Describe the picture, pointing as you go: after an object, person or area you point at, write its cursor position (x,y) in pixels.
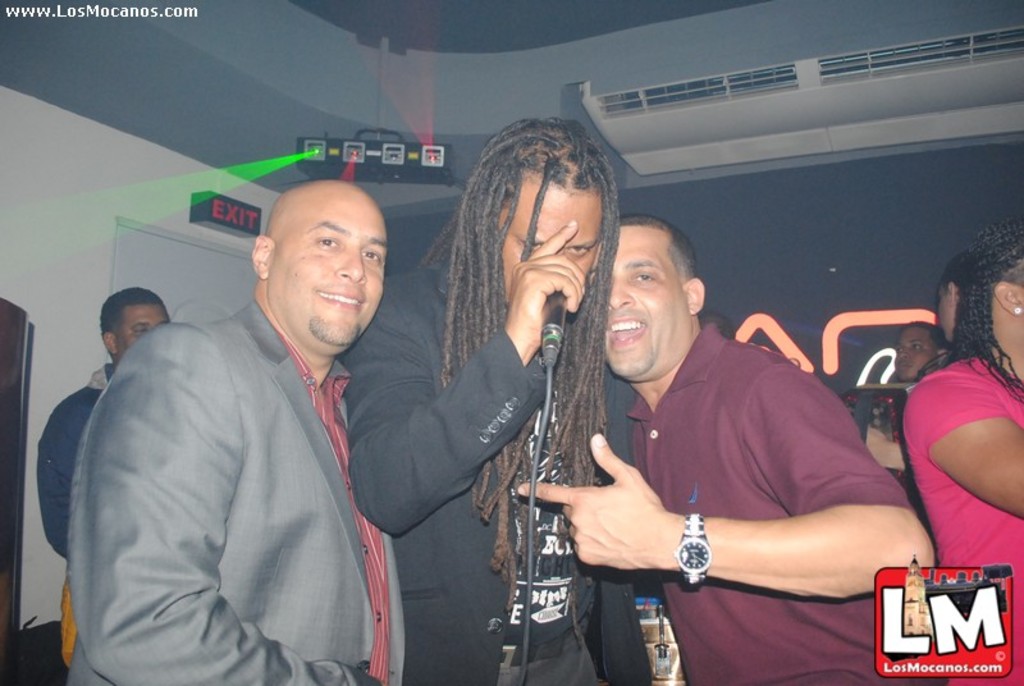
In the center of the image (432,340) we can see person (489,456) standing and holding a mic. On the right (764,672) and left side of the image (267,531) we can see persons (375,531). In the background (645,99) we can see persons (952,398), air conditioner (709,116), projector (434,157), screen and wall (461,110).
